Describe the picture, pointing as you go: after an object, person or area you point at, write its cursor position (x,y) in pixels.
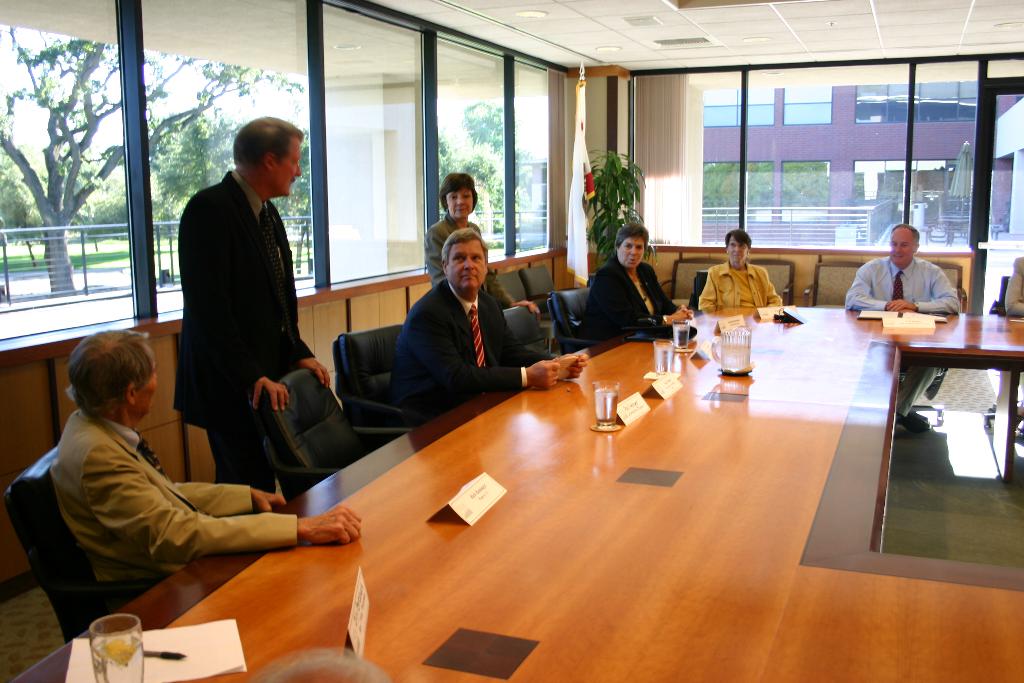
This is a conference room (199,476). A person (143,445) wearing a brown color blazer (111,442) is looking at another person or people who is sitting or standing beside him and a person (430,332) who is sitting beside this brown color blazer person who is wearing blue color blazer (438,392) and red colour tie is looking at the person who is right side to him who is standing and we can also see a tree (593,220) and also a flag (573,206) over here there are also few seats (535,272) which are empty. There are also glasses (672,353) filled with water (680,333) and also a jug (716,340). We can also see the names (645,404) of a committee members (645,410) over here and this is a table (508,530), in the background (791,173) we can see the building (791,171) which is of maroon color and to the left side (91,218), the background (119,268) outside the windows (89,204) we can see the tree (78,170), number of trees (111,193), a fencing (69,227), a floor (104,299) and the sky (17,71), and the weather seems to be sunny. A person (855,288) who is wearing a blue color shirt (855,301), sky blue color and a red color tie (896,287) is holding a book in front of him.
